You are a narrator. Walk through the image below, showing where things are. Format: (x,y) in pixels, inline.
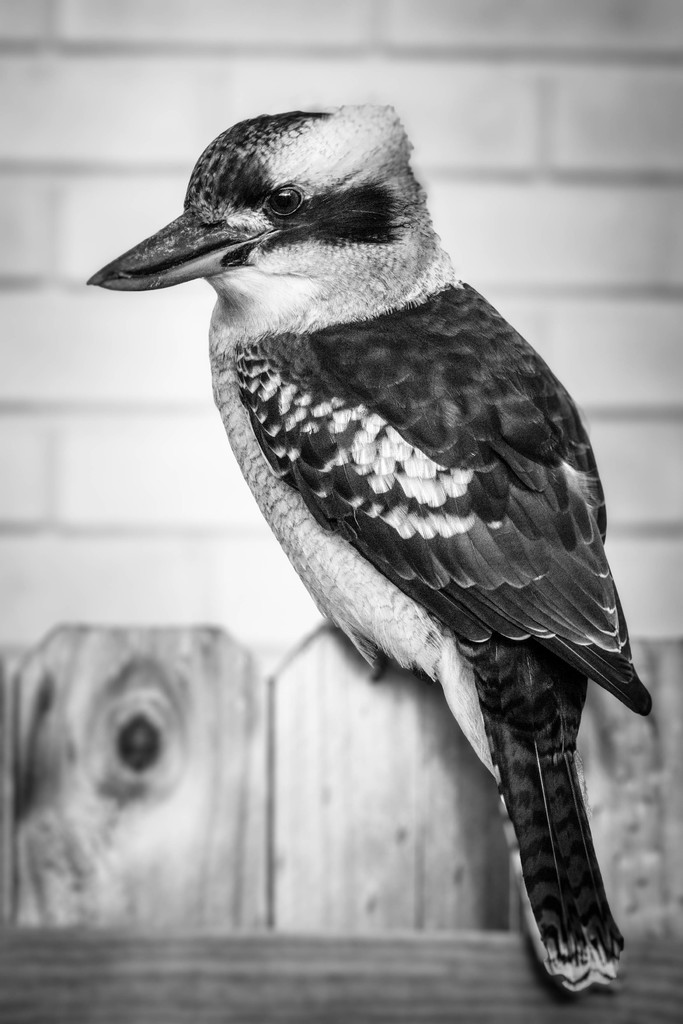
In this image we can see a bird (449,520) sitting on a wooden object (337,910). There is a wall (262,86) in the image.
